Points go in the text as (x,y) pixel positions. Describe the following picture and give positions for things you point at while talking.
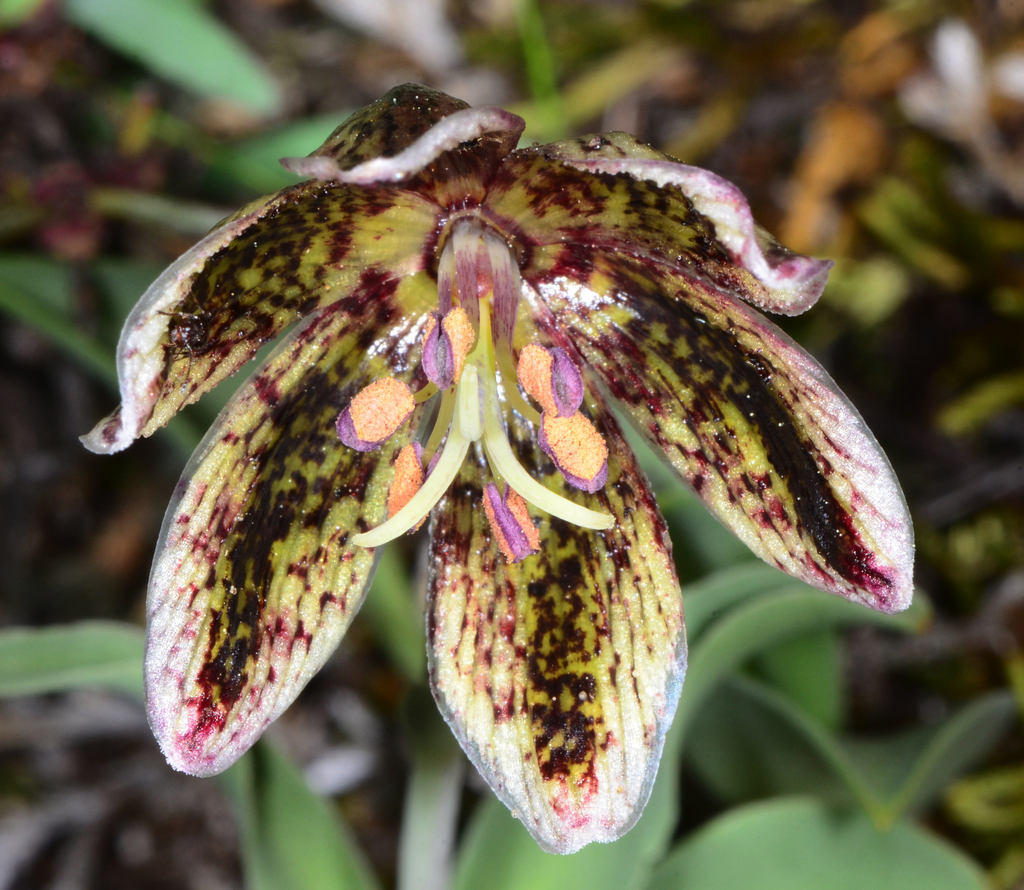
In this image I can see flower (380,365) and leaves (277,827) visible.
